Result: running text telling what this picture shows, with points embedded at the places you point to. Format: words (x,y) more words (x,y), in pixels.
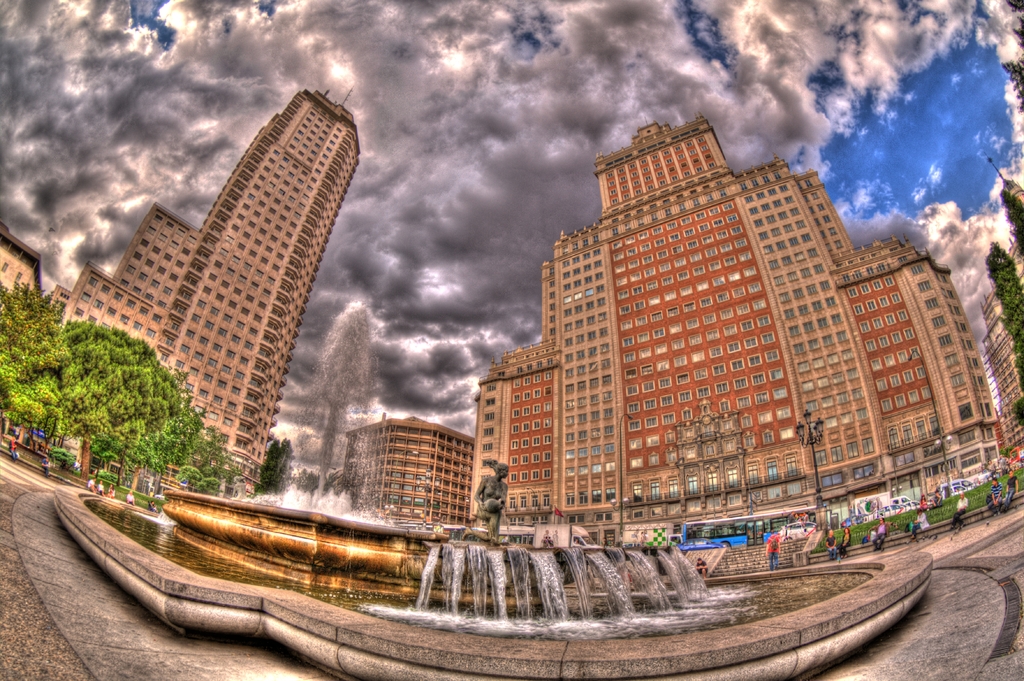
In this picture, we can see a few buildings (820,335) with windows (735,303), we can see fountain (402,538), statue (493,517), ground (26,470), trees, poles (820,502), lights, a few people (16,440), and the sky (585,62) with clouds (454,125).
